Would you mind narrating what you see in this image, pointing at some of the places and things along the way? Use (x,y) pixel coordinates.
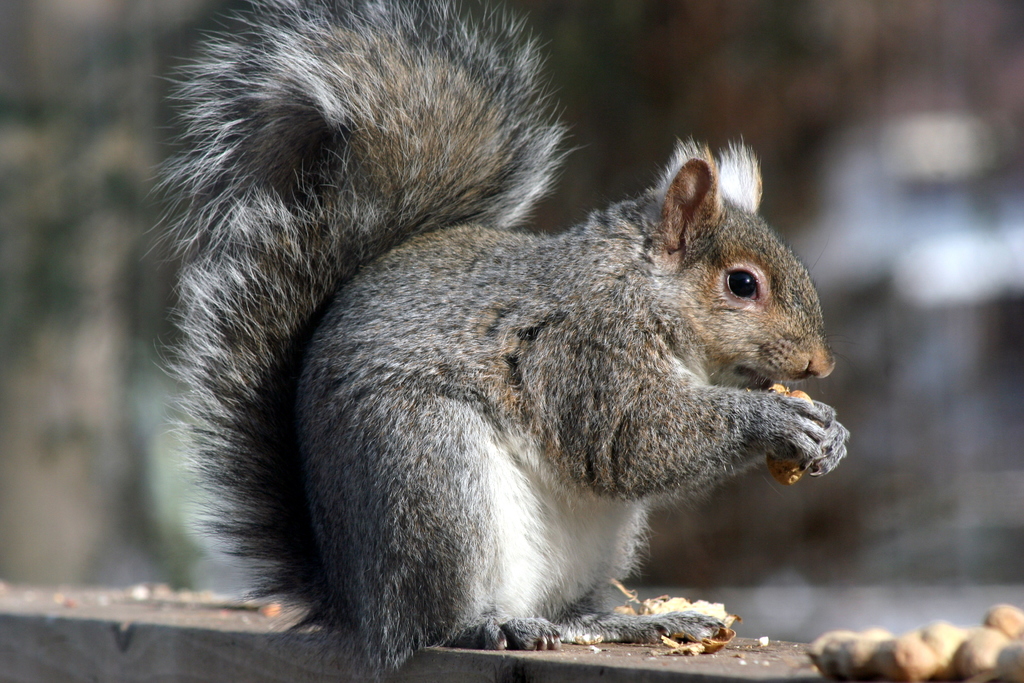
In this image I can see a grey colour squirrel (498,399) and I can see this squirrel (818,417) is holding an object (800,390). I can also see few things (1002,644) over here and I can see this image is blurry from background (772,106).
